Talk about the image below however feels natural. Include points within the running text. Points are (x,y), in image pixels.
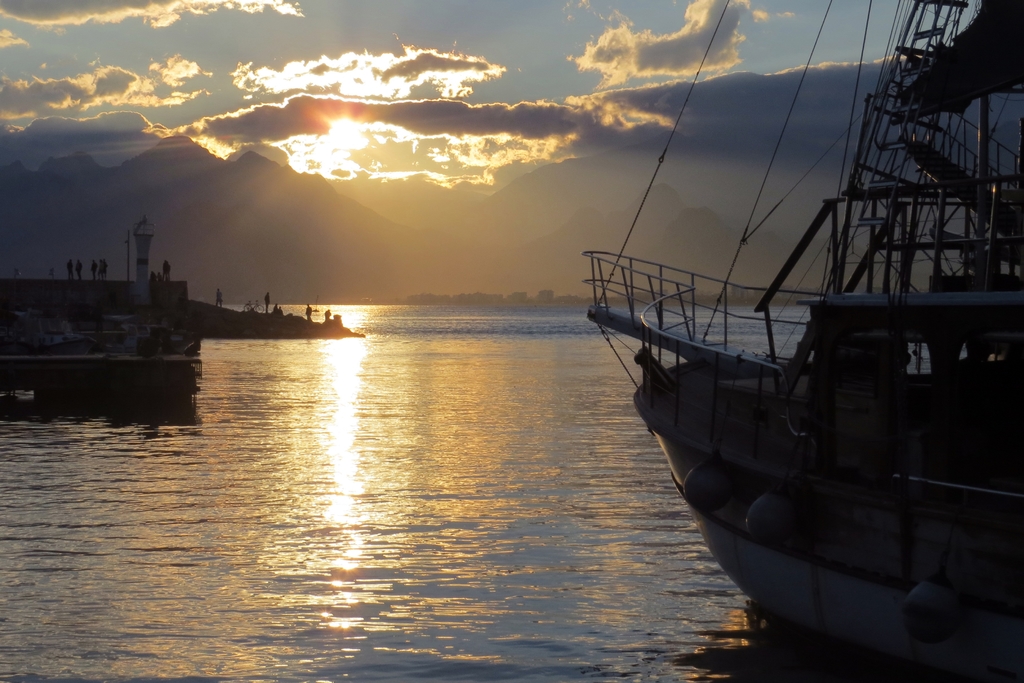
In this image I can see the lake (451,541) and there is a boat (797,376) visible on the lake (297,311) on the right side (981,228), at the top (291,64) I can see the sky (579,64) and on the sky (389,116) I can see a sunlight (356,150) in front of the lake (353,311) I can see the wall (28,293), and pole (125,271) and on the wall (118,286) I can see persons (69,269) and bicycle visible on left side (60,287).
